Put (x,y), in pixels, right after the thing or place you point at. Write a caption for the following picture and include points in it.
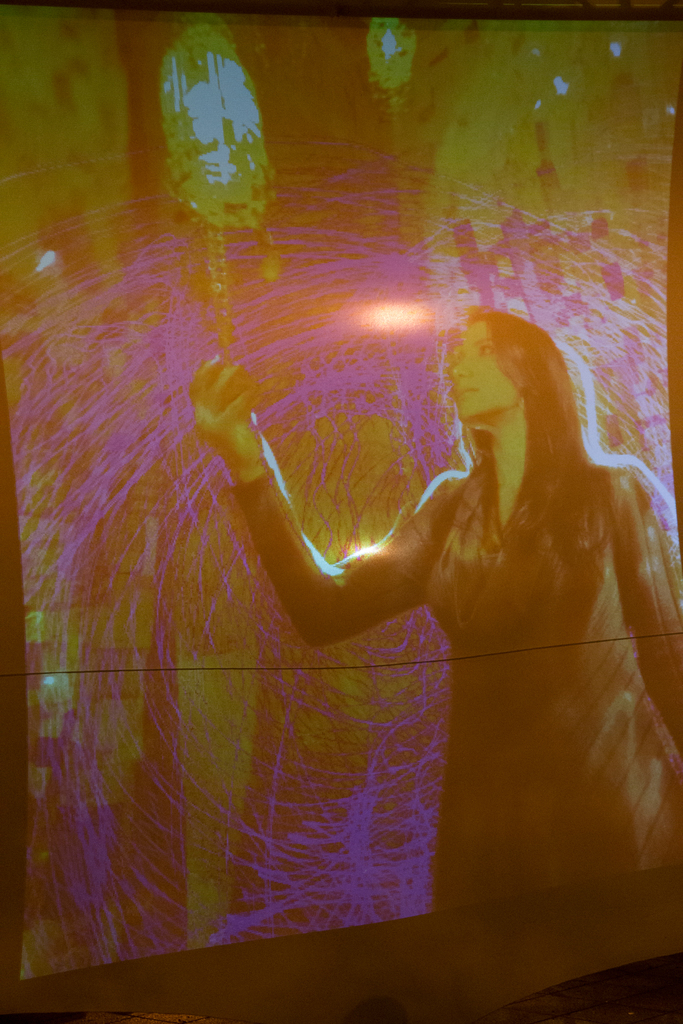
In the foreground (412,36) I can see a wall painting (633,359) in which I can see a woman (442,540) is holding an object (235,119) in hand (260,459). This image is taken may be in a hall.
